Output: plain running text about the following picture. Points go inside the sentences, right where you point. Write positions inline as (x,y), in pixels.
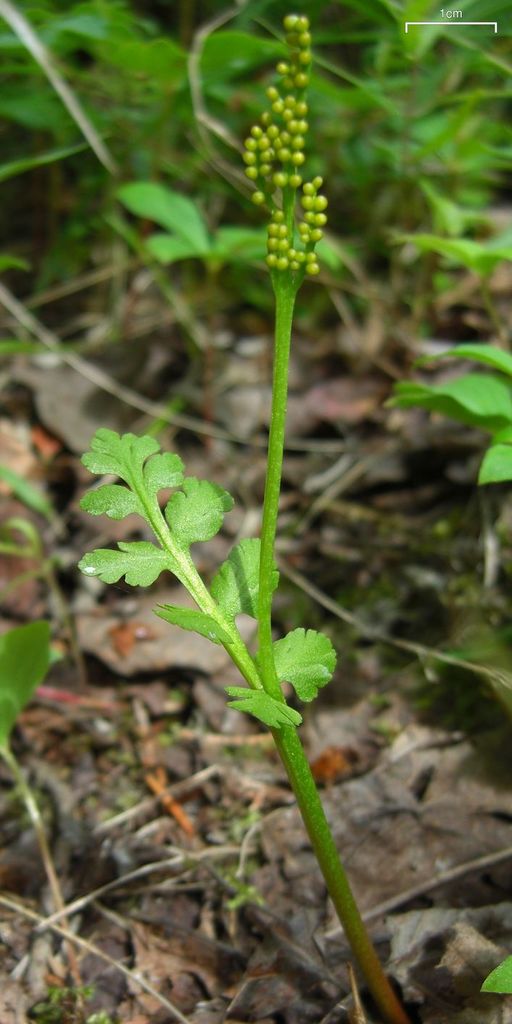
In this image we can see few plants (378,7) and a plant (287,178) with buds (277,176).
